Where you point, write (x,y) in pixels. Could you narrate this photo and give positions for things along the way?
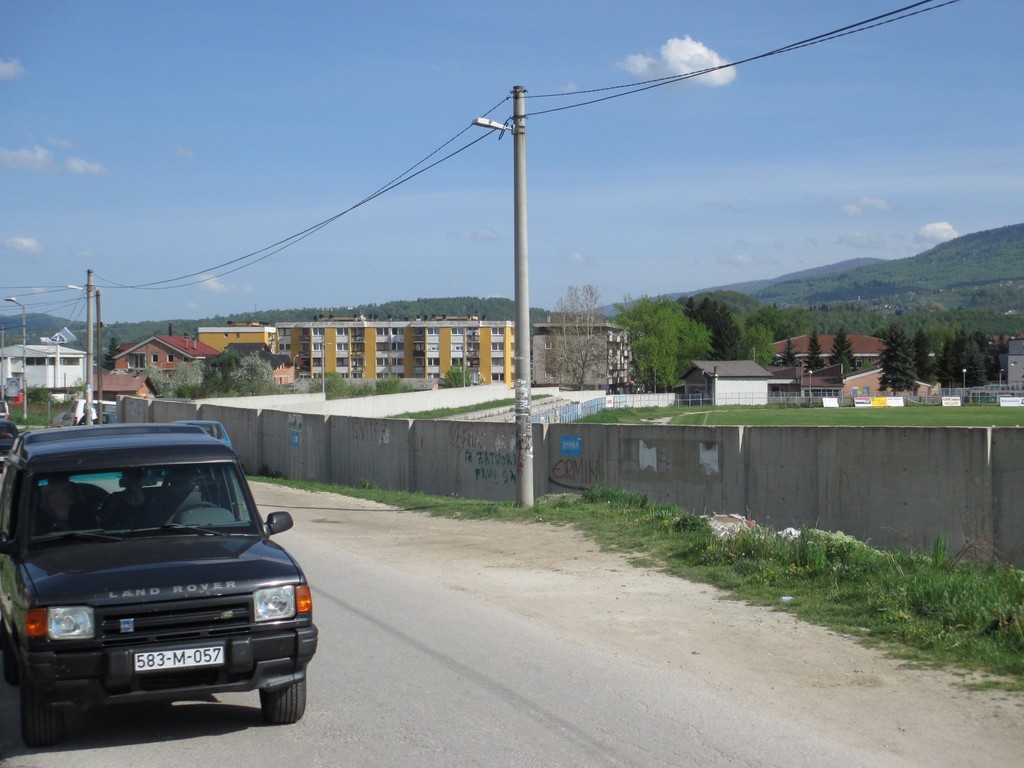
This image is clicked on the road (379,651). To the left (190,593) there is a car (181,612) moving on the road (391,703). Beside the road (371,630) there are street light poles (92,276) and grass (540,511) on the ground (613,494). Behind the poles (529,479) there is a wall (502,480). Behind the wall (357,414) there's grass (712,416) on the ground (680,414). In the background (76,377) there are buildings (37,375), trees (888,371) and mountains (456,302). At the top (375,91) there is the sky (582,73).
